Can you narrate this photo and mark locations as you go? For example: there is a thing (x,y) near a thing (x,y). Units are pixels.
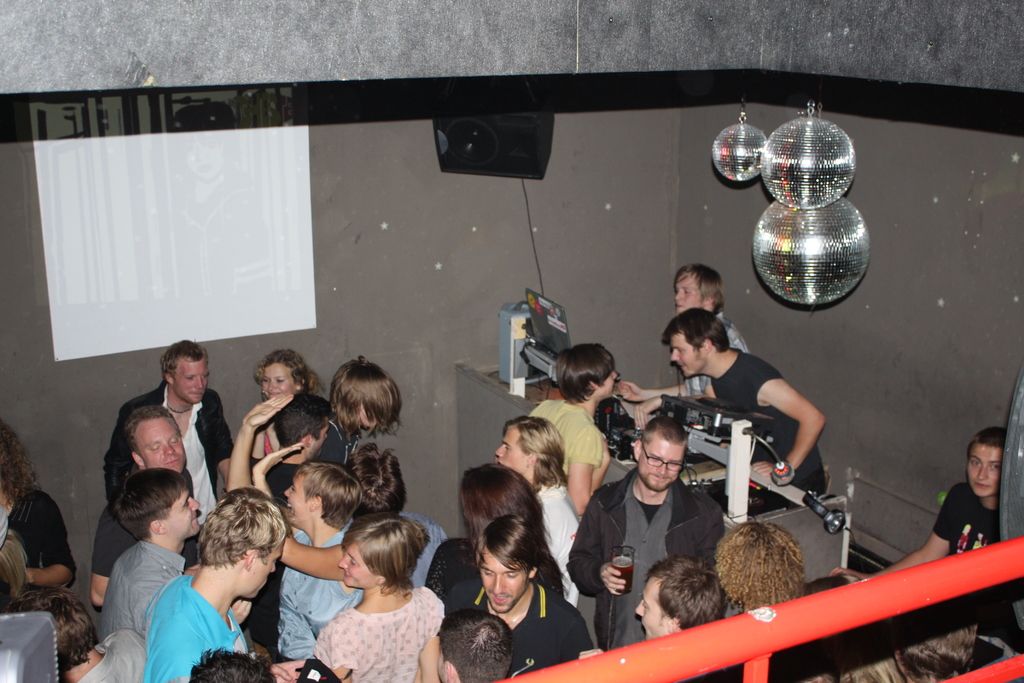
In the foreground of the picture (340,532) there are people (421,531) dancing. In the center of the picture (564,331) there are music control system (705,457), laptop (547,336) and two person (756,386) standing. At the top (747,136) there are disco balls (782,212). In the background (477,148) there is a speaker (488,159) and a projected image (209,200) on the wall (855,192).
